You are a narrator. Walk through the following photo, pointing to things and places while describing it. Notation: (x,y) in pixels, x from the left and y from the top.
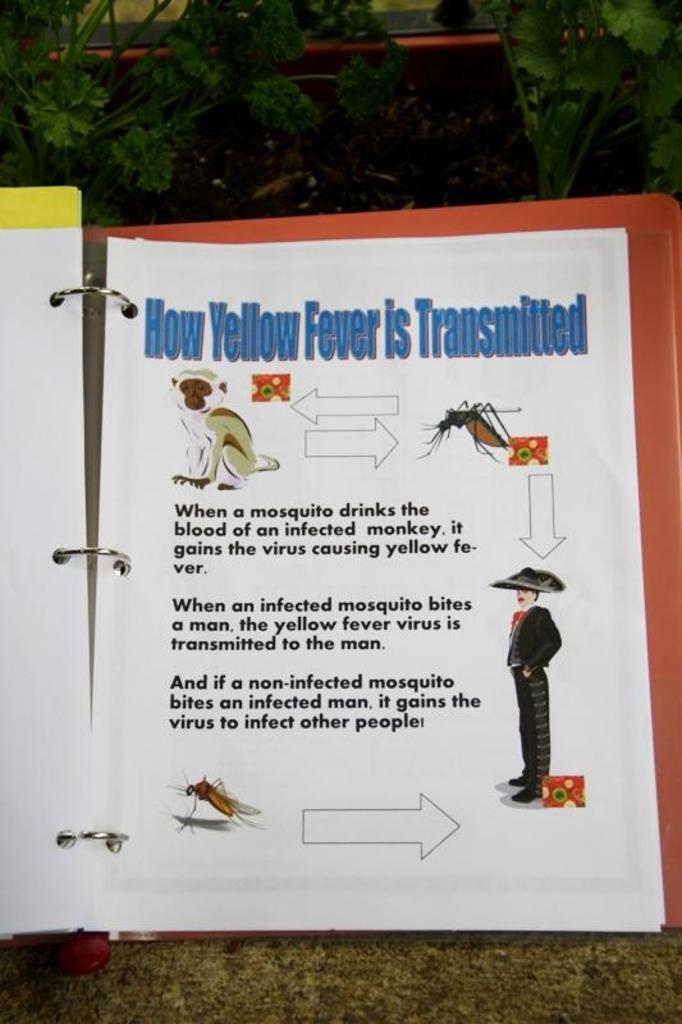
In this image there is a file (220,332). There are papers (126,444) in the file (254,230). The file (75,293) is open. There are pictures (240,426) and text (237,547) on the papers (228,506). At the top (199,83) there are plants (344,73). At the bottom (266,991) there is the ground (381,981).
